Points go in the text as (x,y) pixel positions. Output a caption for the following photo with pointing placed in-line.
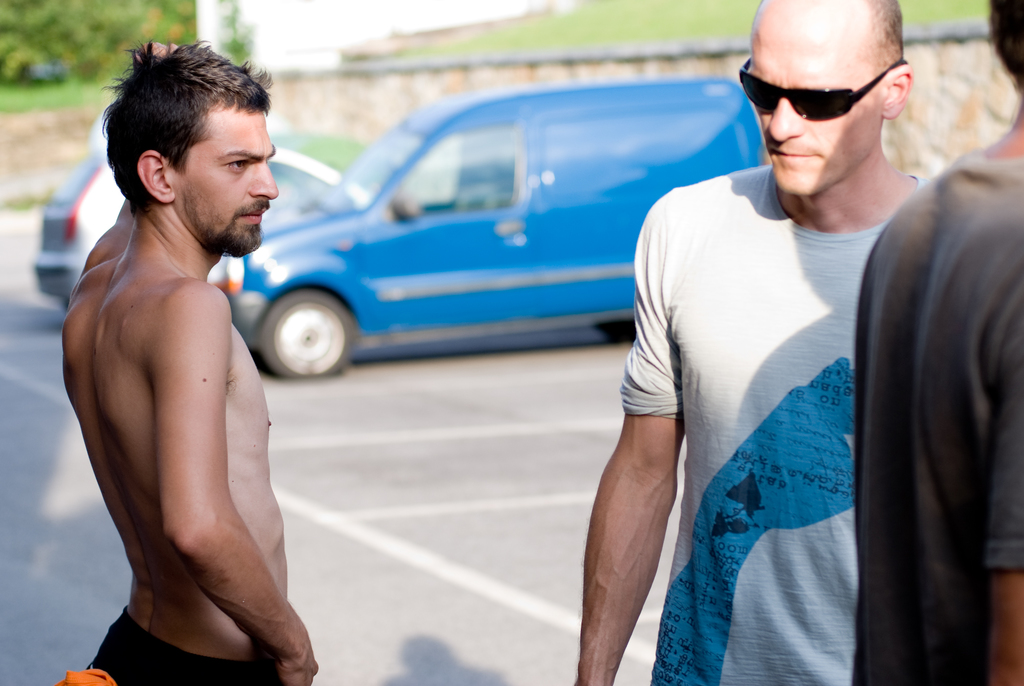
In this picture we can see goggles (861,99), three people (121,238) standing, vehicles (367,174) on the road (583,484) and in the background (333,103) we can see the grass (489,45), walls (372,82), trees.
